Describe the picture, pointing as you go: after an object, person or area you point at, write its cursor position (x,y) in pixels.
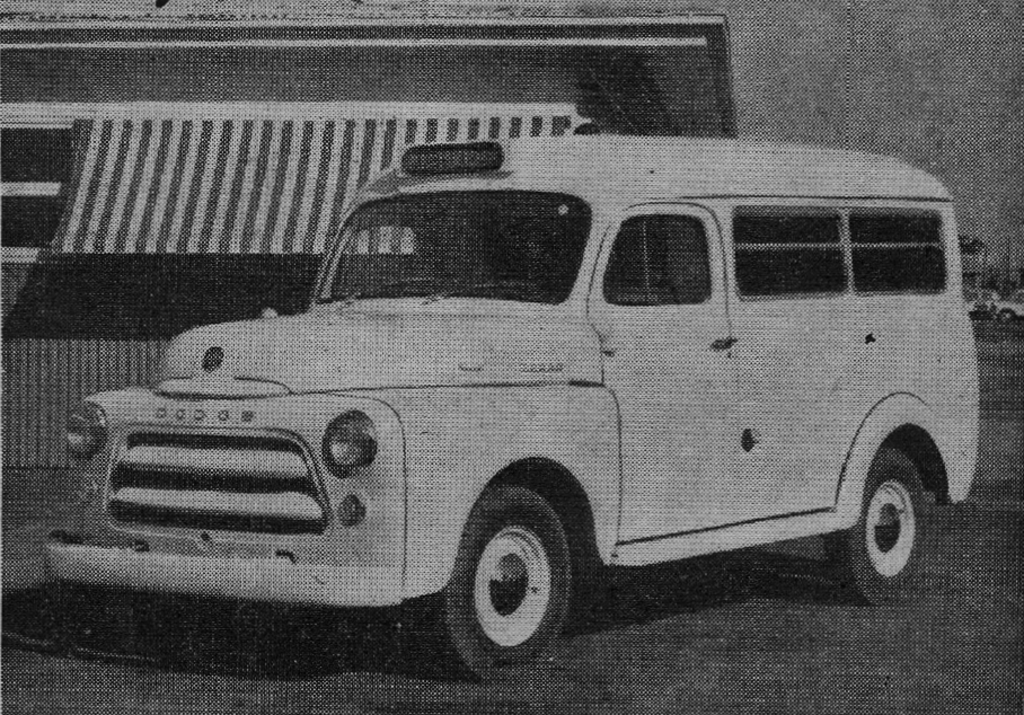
This is black and white picture of a car (576,379) on the road (561,658) and it seems to be a building (469,49) on the left side (143,186) and few cars (1011,311) on the right side (995,304).
